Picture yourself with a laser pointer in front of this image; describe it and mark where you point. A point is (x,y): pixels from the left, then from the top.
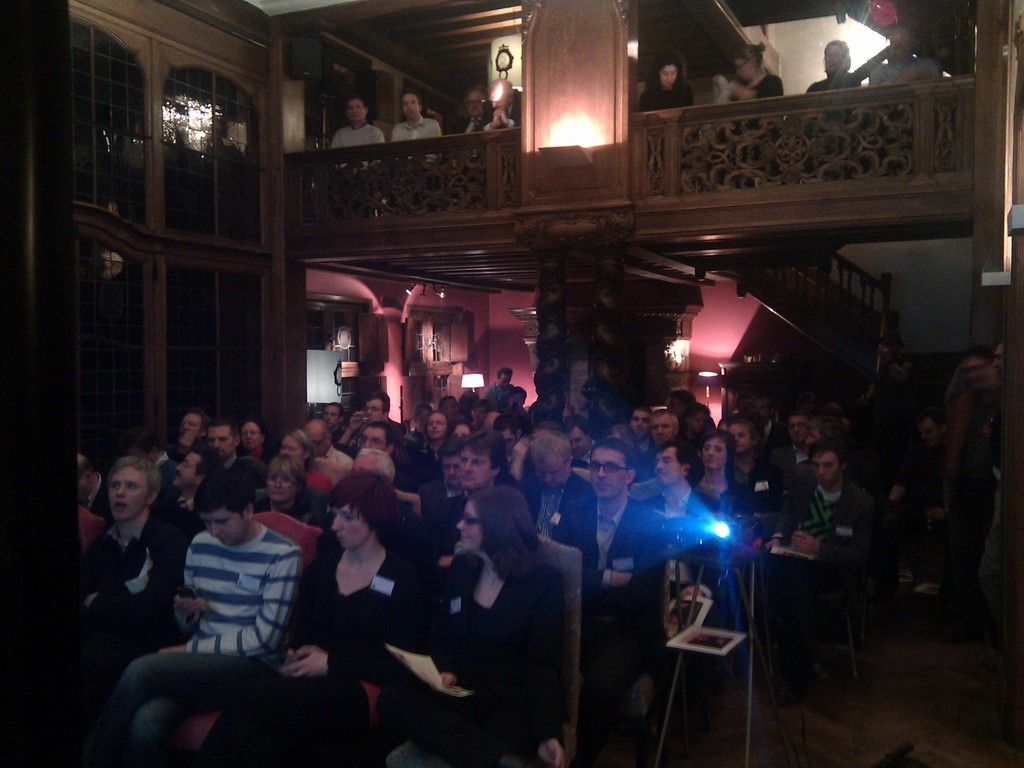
In this picture there is a group of men (427,476) and women (466,749) sitting in the hall (589,397) and watching something. In the front side (698,544) we can see a projector lens (719,535). Behind on the top (608,194) there is a balcony (387,188) with some persons (907,49) standing and looking. On the left corner (207,183) there is a glass window (90,111).
